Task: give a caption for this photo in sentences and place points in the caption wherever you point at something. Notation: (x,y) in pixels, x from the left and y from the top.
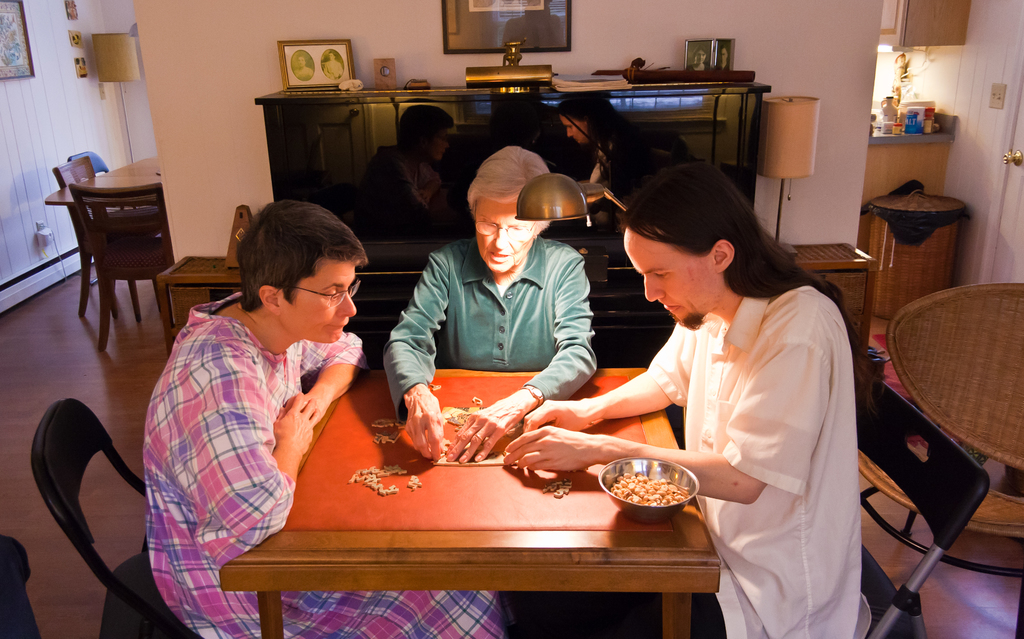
In this image we can see three persons (467,624) are sitting on the chairs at the table (596,567) and we can see items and there is an item (627,472) in a bowl (615,465) on the table (597,474). In the background (125,189) there are reflections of persons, chairs (157,236) at the table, frames (18,68) on the walls (71,137), lamp (136,77), photo frames (331,61) and objects (383,77) on a table (622,163), door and objects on a table (954,120) are on the right side (915,106).
